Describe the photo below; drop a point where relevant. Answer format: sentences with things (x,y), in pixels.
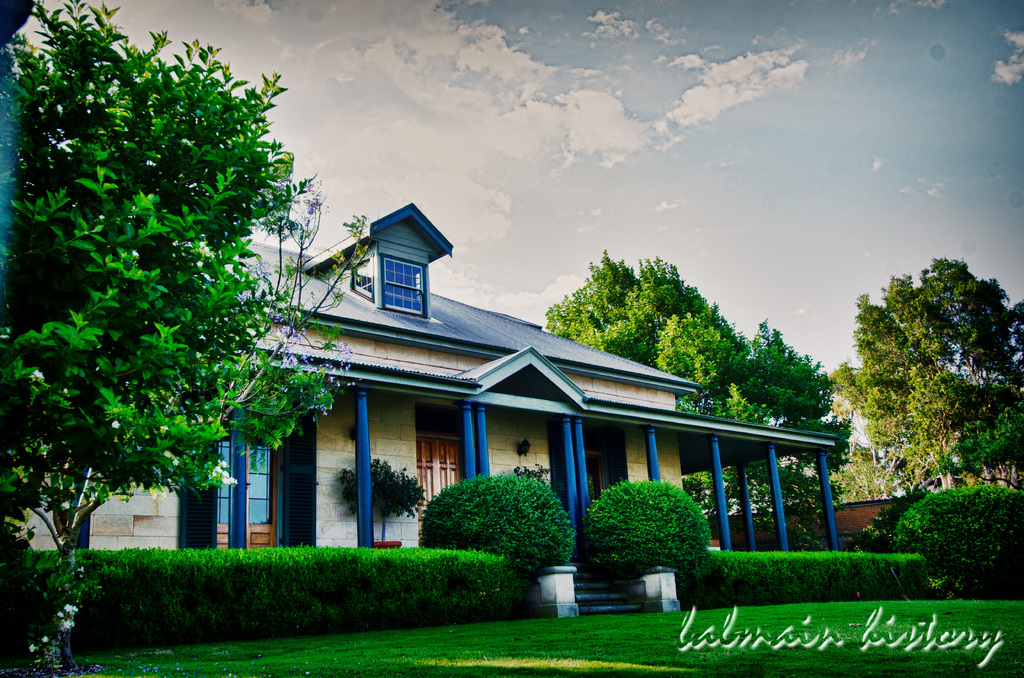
In this image we can see a house (512,407). There are many trees (885,366) and plants (667,546) in the image. There is a grassy lawn (642,650) in the image. There is a blue and a slightly cloudy sky (725,132) in the image.
